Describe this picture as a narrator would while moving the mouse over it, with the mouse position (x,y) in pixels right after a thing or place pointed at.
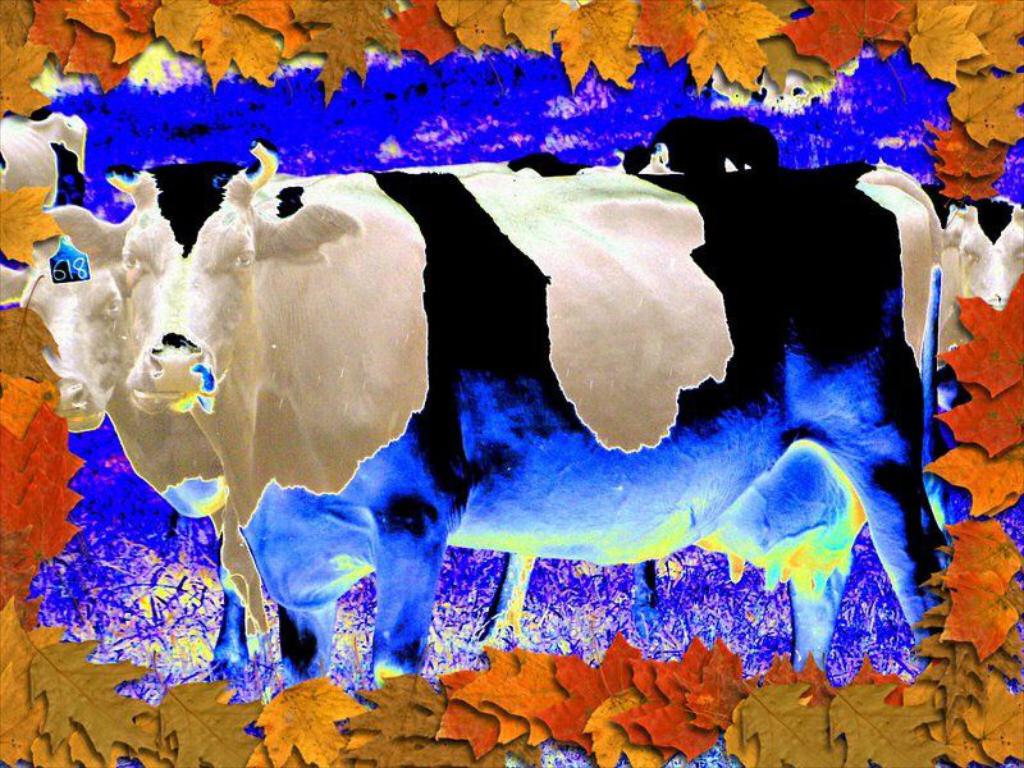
This is an edited image in which there is an animal (477,528) in the center (612,493) and there is grass (559,595) on the ground (567,579) and there are leaves (581,71) and there are objects (394,125) which are white and blue in colour.
